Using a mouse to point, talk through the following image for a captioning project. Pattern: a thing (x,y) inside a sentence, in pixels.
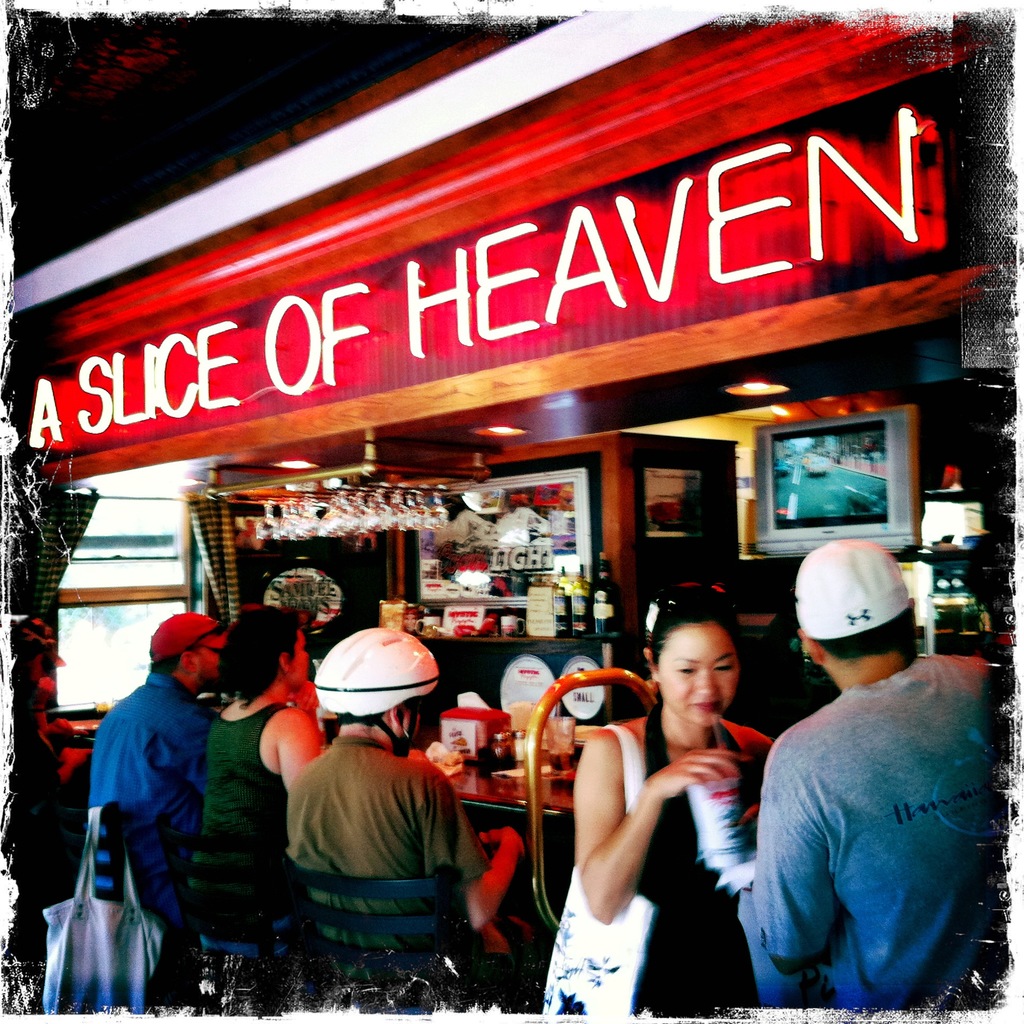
In this image we can see many people (652,798). One person (391,723) is wearing helmet (384,701). Two (145,708) are wearing caps (852,625). One lady (600,888) is holding a bag (638,919) and a glass (704,837). And few (172,900) are sitting on chairs (238,940). On the chair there is a bag (70,980). There is a shop (449,431). On the shop (424,309) something is written. Also there is a TV (815,448). And there is a platform (477,648). On that there are bottles (557,612). Also there is a photo frame (561,507) on the wall (617,497). And there are few other items (463,624) in the shop (598,499).
